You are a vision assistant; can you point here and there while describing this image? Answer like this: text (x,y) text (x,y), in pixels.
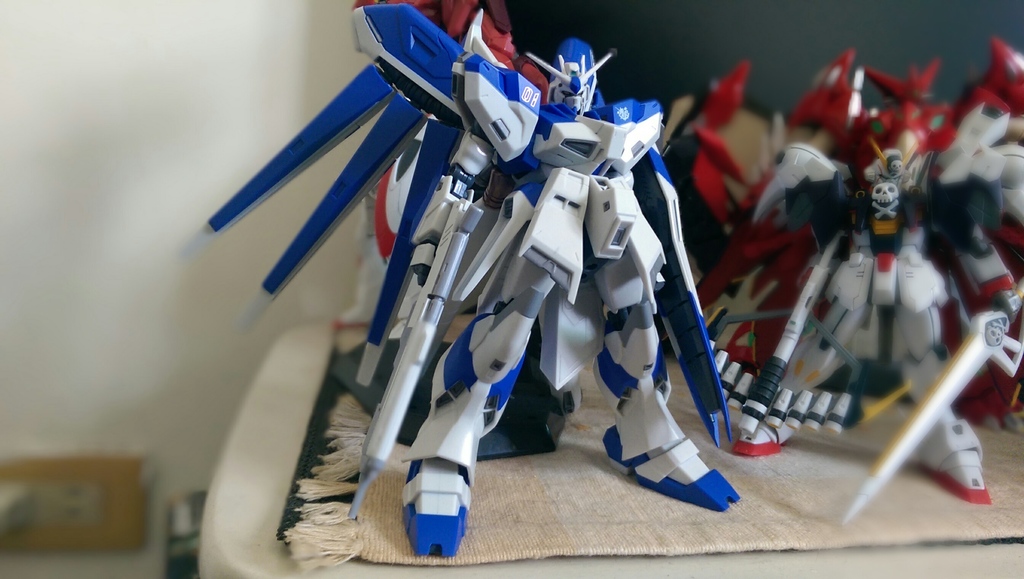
In this image we can see some toys (506,283) on the cloth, in the background (131,481) we can see a socket (86,484) on the wall (150,320).
